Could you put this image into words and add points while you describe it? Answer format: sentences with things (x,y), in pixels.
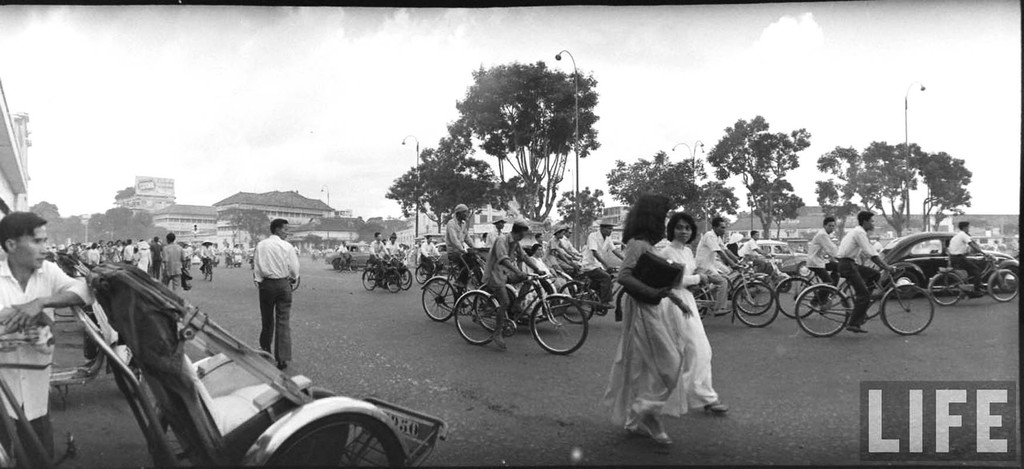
This image is clicked on the roads (585,417). In the front (657,372), the two women (664,345) wearing white dress (670,346) are walking. Behind them many people (452,247) are riding cycles (502,305). In the background (824,198), there are many trees (596,191) and clouds (356,195) along with buildings (339,224).
